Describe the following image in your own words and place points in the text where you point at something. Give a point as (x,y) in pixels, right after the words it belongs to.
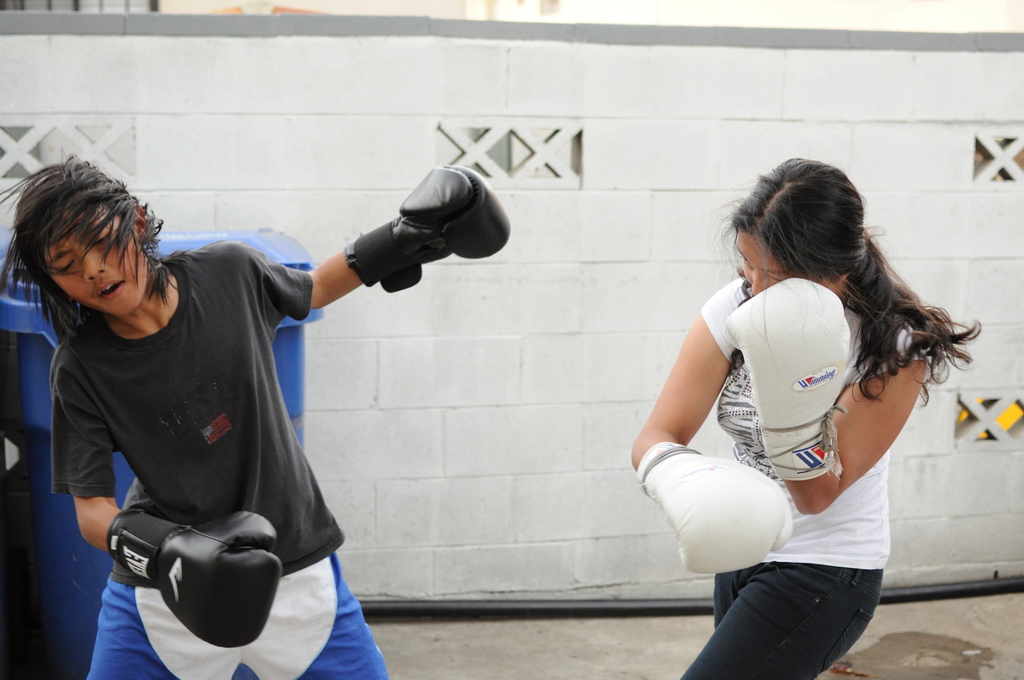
In this image there is a girl (742,313) and a boy (198,385) fighting wearing boxing gloves (369,276), in the background (433,576) there is a drum (295,331) and a wall (882,146).
